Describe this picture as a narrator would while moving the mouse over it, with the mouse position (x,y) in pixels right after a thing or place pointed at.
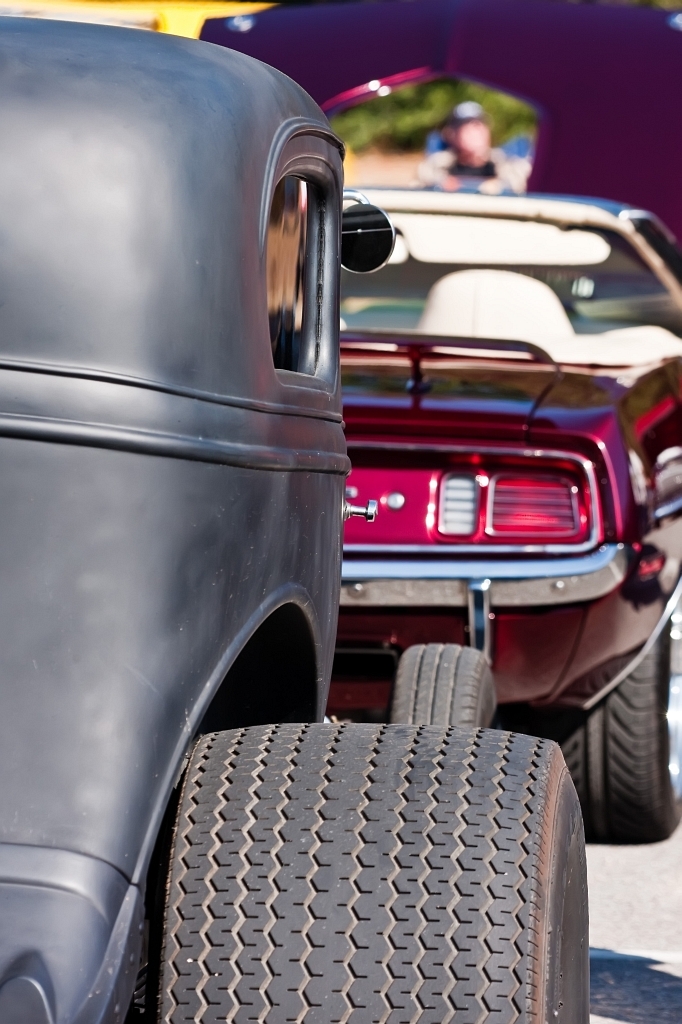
In the center of the image (380,487) we can see two vehicles (573,777). In the background (357,68), we can see it is blurred.
